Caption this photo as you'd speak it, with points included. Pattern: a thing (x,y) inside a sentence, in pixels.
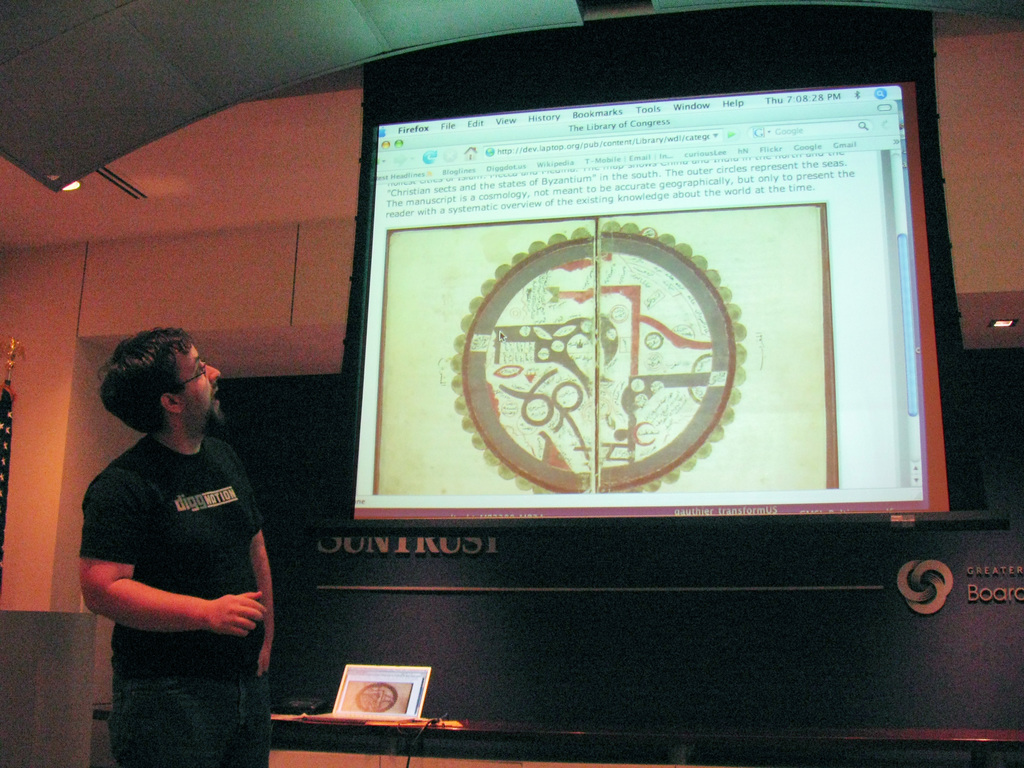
In the picture we can see a man (160,602) standing near the wall (391,602) with a screen (654,450) and on it we can see some information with some image (712,404) and he is looking at the screen (472,401) and he is wearing a black T-shirt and beside him we can see a desk (280,745) with a laptop (355,704) on it.
